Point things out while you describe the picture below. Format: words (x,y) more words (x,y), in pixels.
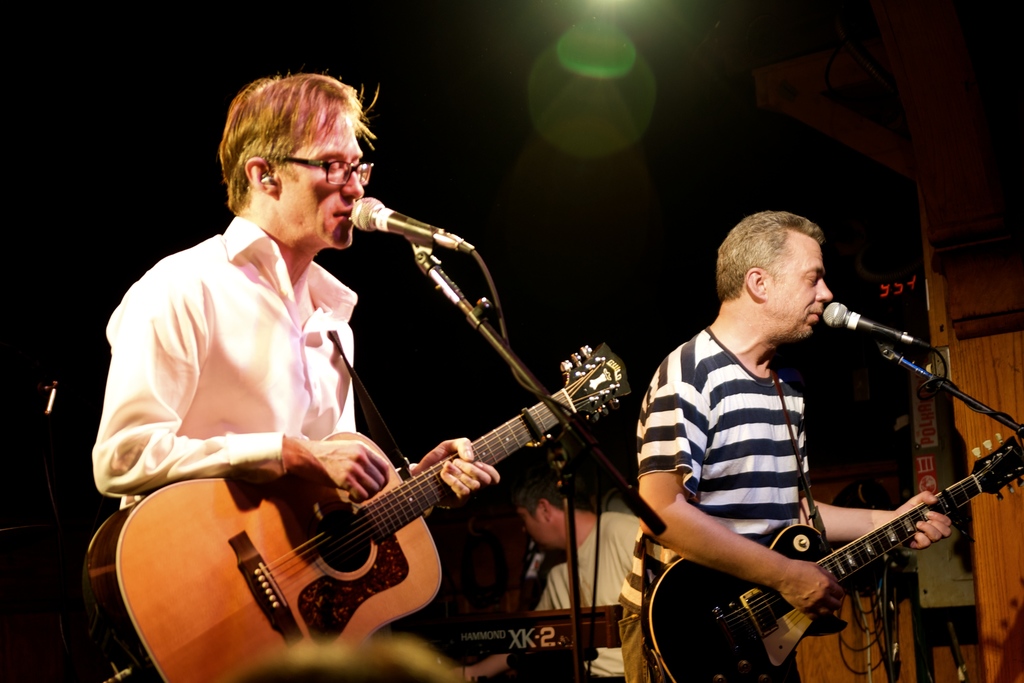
It looks like event inside the club (468,534) there are total three men (617,533), first man (471,481) wearing white shirt (203,294) is playing guitar (382,541) and singing the song second person (682,479) also doing the same thing behind them the third person (601,528) is sitting and playing piano (551,638), the background (583,147) is dark and there is a green color light (571,99).
